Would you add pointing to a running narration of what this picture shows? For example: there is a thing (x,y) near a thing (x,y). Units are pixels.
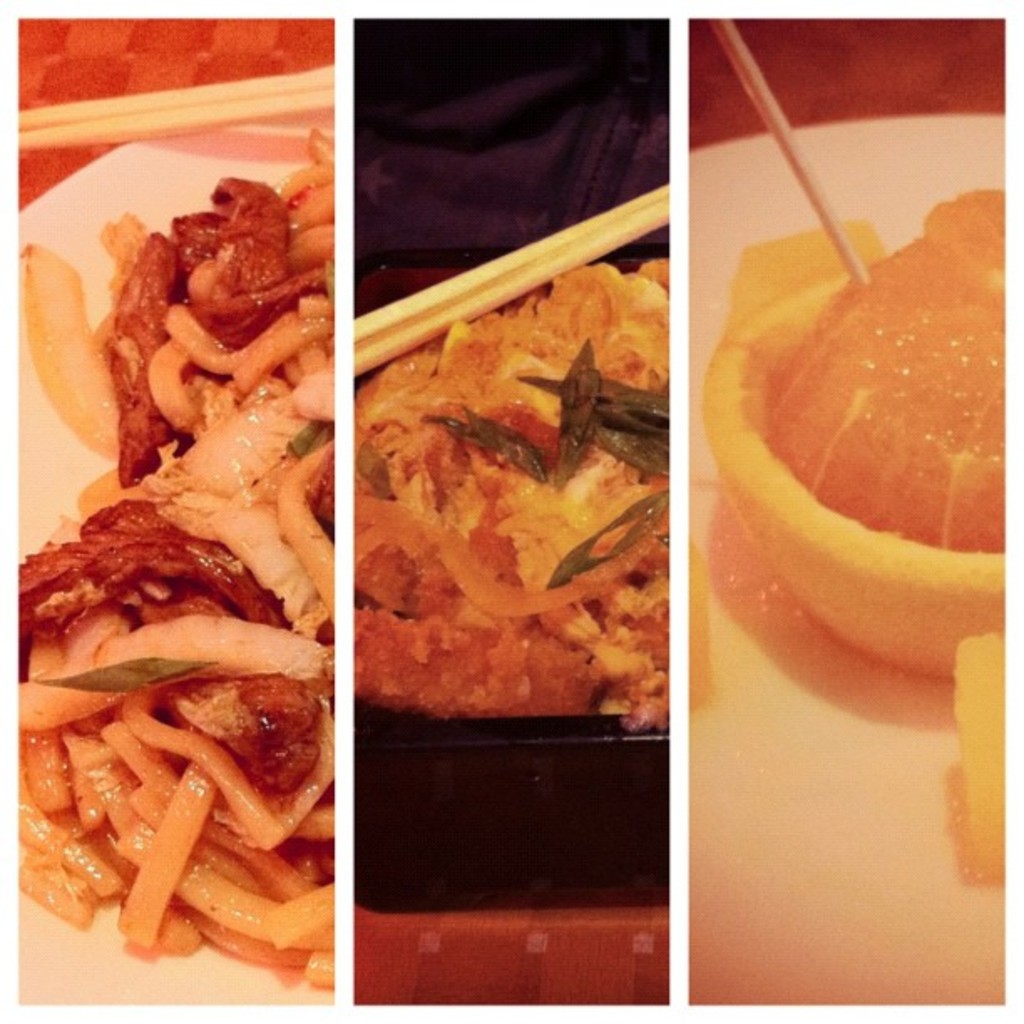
This is a collage picture. In these pictures I can see food items (444,502) on white color plates (728,638).
